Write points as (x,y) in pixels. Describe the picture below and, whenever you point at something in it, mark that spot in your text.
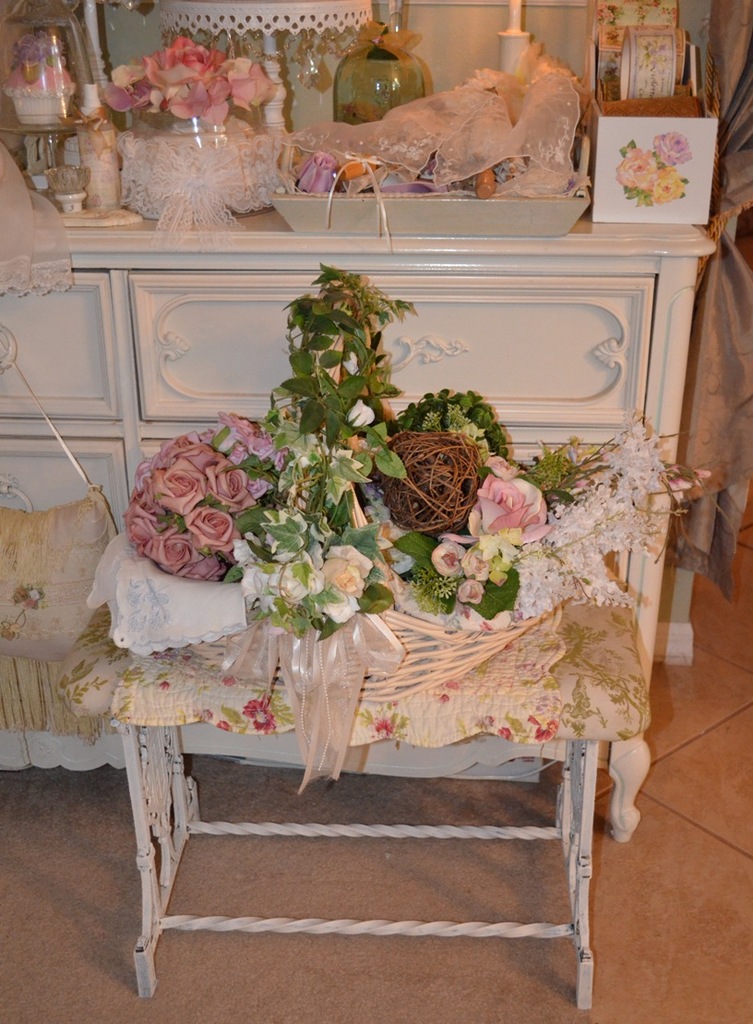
As we can see in the image there is box (646,194), tray (368,211), lamp (289,45), flowers (163,87) and on table (596,704) there are bouquets (303,532).
